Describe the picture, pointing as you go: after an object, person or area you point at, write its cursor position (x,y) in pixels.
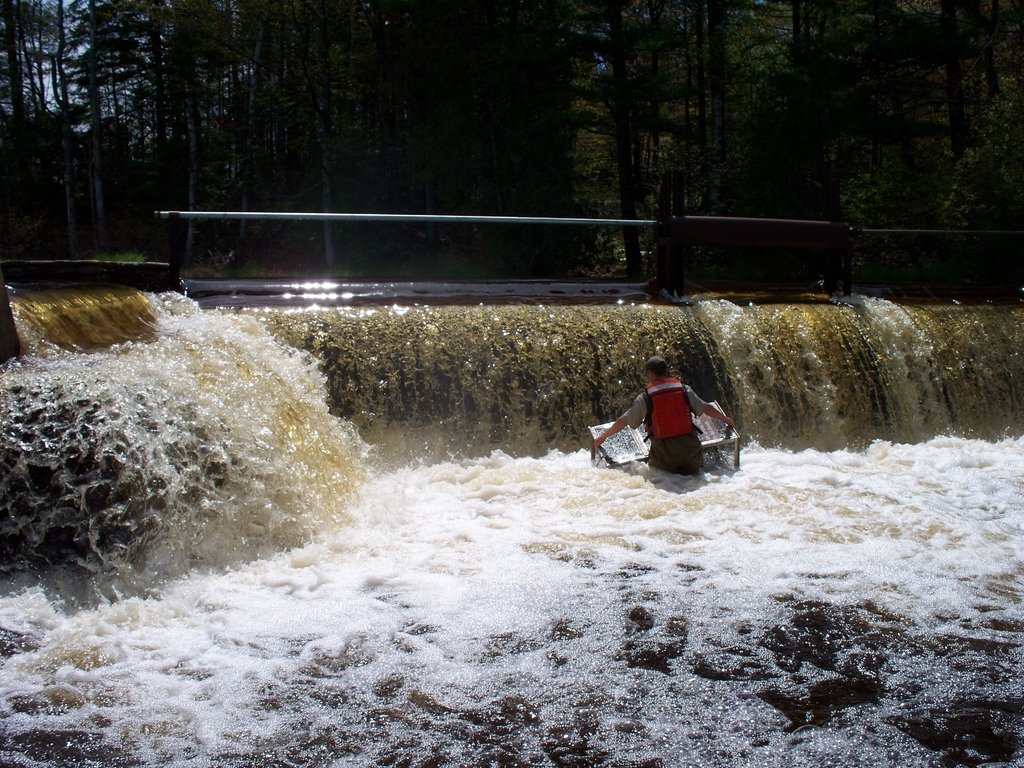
In this image there is a man (676,427) standing in the water (574,417), in the background (376,257) there is a railing (831,240) and trees (809,160).
